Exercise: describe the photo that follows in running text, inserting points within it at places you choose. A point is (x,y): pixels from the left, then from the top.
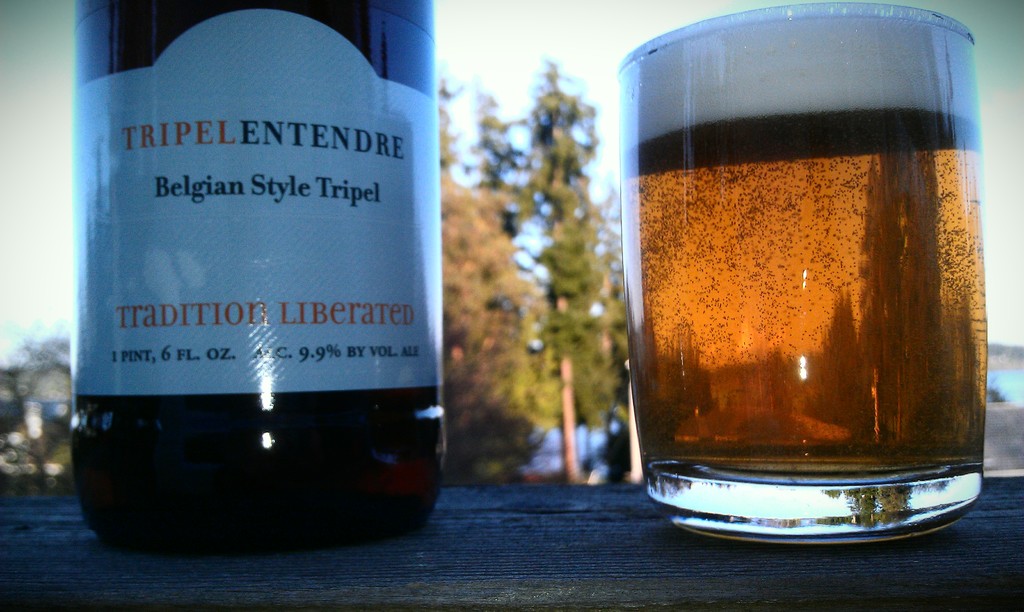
In this image I can see the bottle (382,50) and the glass (782,453) on the black color surface (586,554). In the background (519,130) I can see few trees (566,210) and the sky (559,55) is in blue and white color.
